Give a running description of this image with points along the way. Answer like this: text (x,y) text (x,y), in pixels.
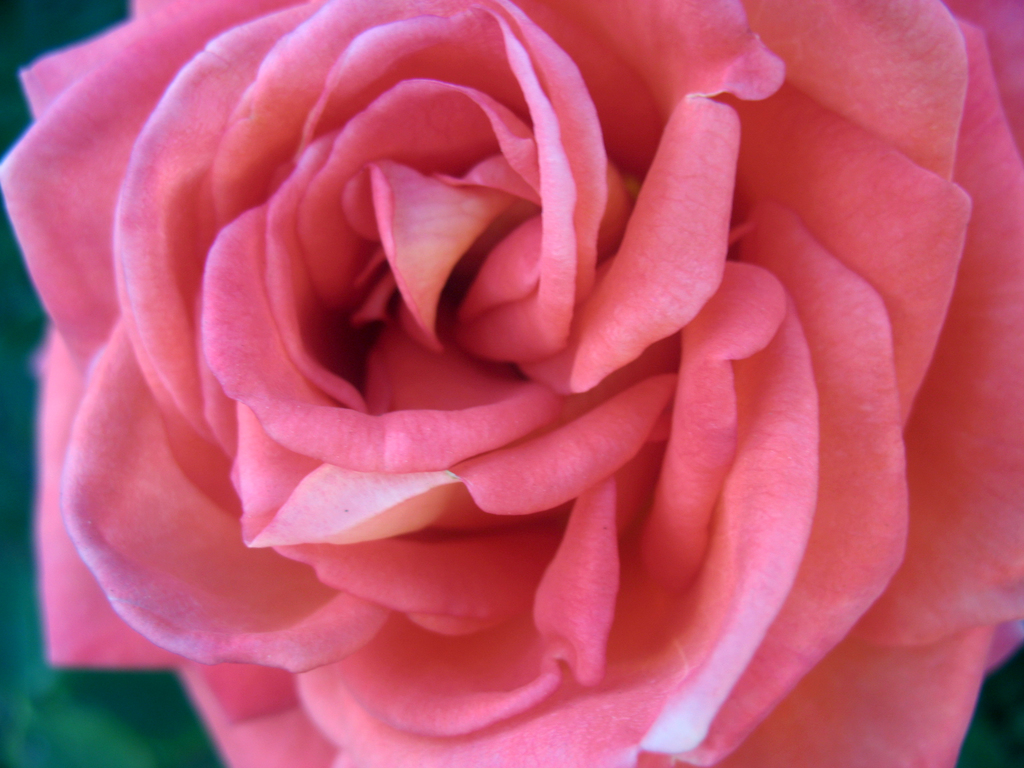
In this image the background (68,712) is green in color. In the middle of the image (428,401) there is a beautiful pink rose (514,489).
